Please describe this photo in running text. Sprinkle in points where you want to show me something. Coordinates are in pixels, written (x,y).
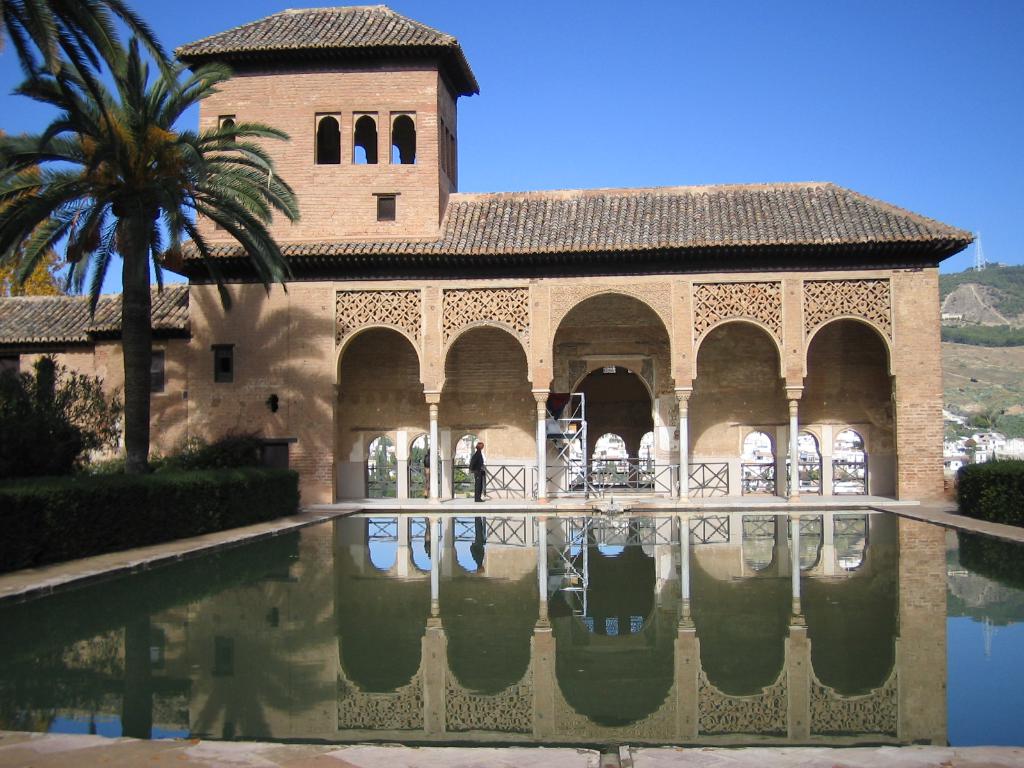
In this image I can see the water (612,652). On both sides of the water (329,617) I can see the plants (994,494). To the left (61,456) I can see the trees (138,277). I can see the person (480,488) standing in-front of the building (623,298). In the background (967,360) I can see the mountains (957,352), tower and the sky (486,159).
